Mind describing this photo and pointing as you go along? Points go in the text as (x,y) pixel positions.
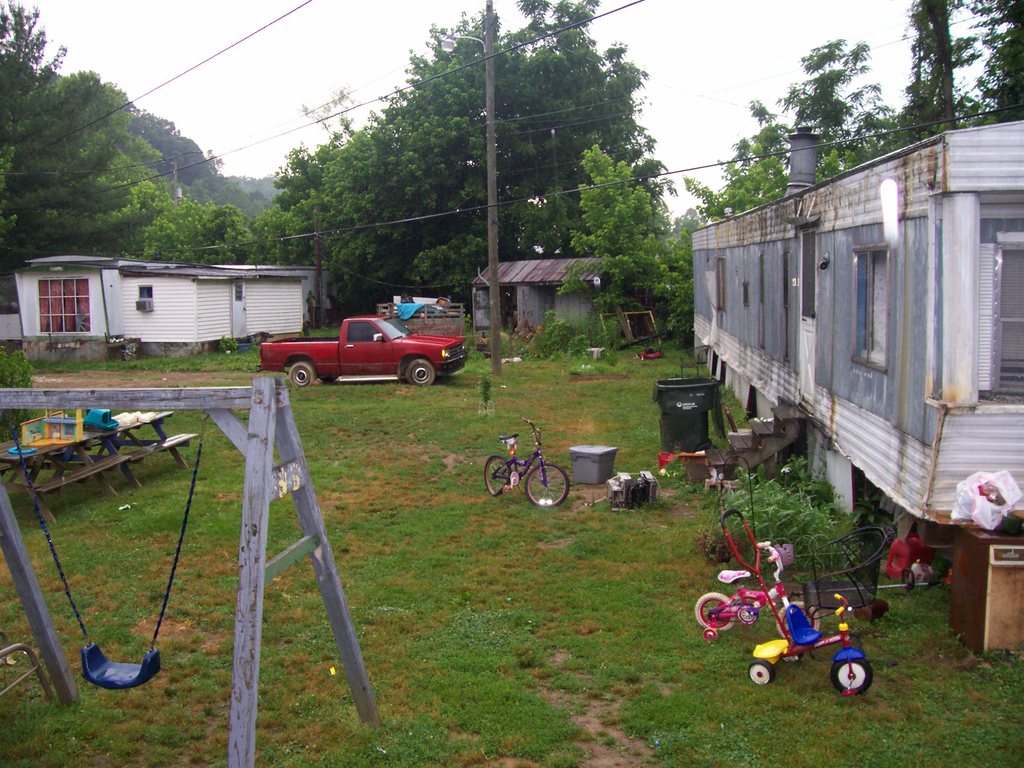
In the foreground of this image (533,680), there is a grass land (439,545) on which there is a swing (139,669) to the stand (254,472), few objects (51,443) on the table (123,459), bicycles (543,475), chair (867,572), a basket (601,455) are on the ground (624,664). On the right (973,594), there is a house (764,311), wooden object (971,558), dustbin (699,392), few trees (974,109) and the cable (732,161). In the background (379,123), there are trees (294,173), cables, two houses (520,316), a light pole (498,370) and a vehicle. On the top (166,17), there is the sky (139,14).
